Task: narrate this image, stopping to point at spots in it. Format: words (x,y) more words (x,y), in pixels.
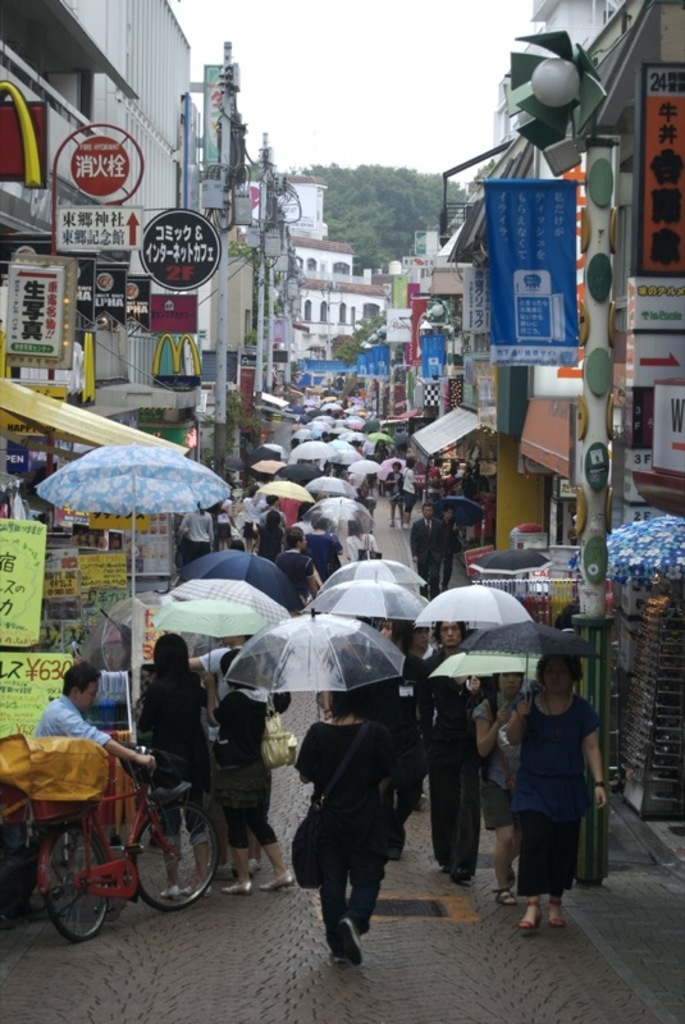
This image consists of many buildings (644,80) and boards (675,101). At the bottom (361,886), there are many people (327,705) walking on the road (300,905) and holding the umbrellas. In the background (328,268), there is another building (337,288) along with the trees (379,247). At the top (396,94), there is sky (449,91).
